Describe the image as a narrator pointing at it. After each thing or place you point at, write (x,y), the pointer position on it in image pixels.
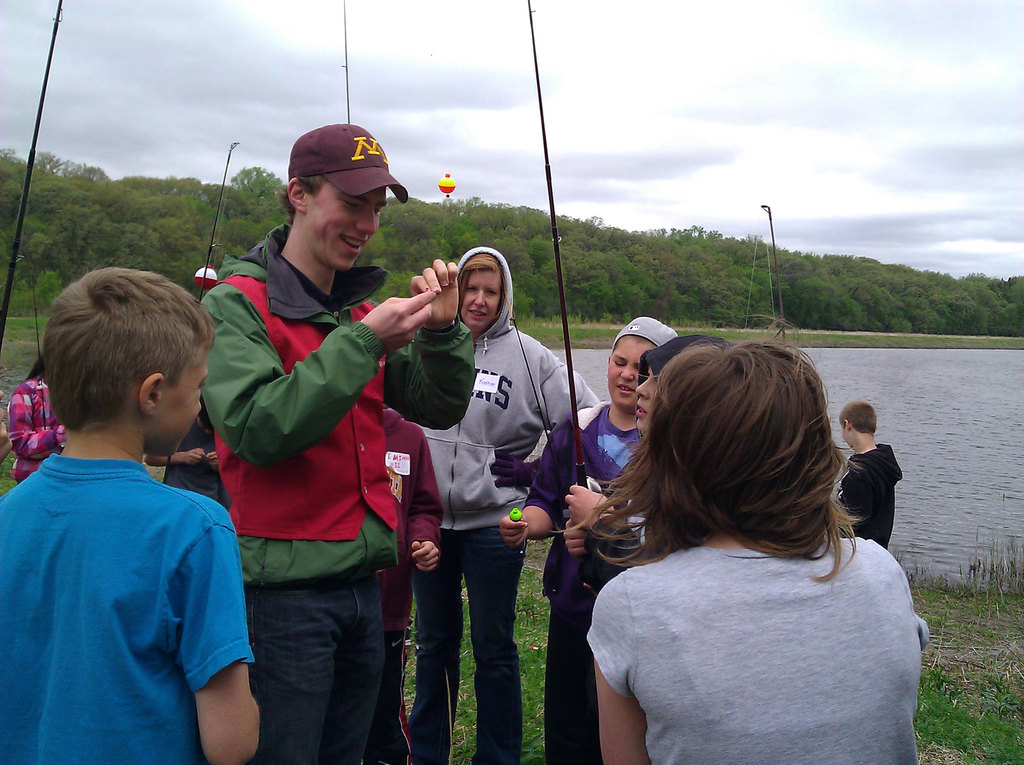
In this picture there people (158,449), among them there is a person (554,563) standing and holding a fishing rod (546,432) and we can see grass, rods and water (942,391). In the background of the image (601,243) we can see trees (530,246) and sky (633,118).
